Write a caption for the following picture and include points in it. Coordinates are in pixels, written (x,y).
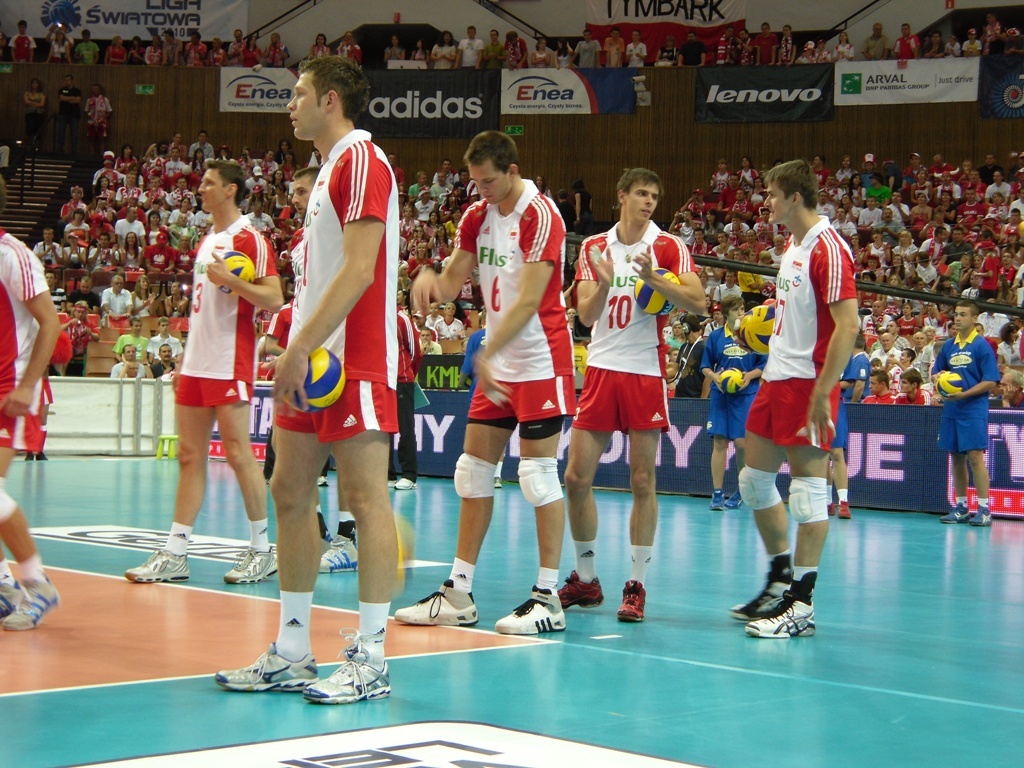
In this image we can see a group of persons (494,303) standing on the ground (497,574), some persons (615,316) are holding balls (336,391) in their hands (280,375). In the background (912,399), we can see a metal pole (945,295), group of audience (939,276), banners (756,106) with text (454,104) and a staircase (55,163).
